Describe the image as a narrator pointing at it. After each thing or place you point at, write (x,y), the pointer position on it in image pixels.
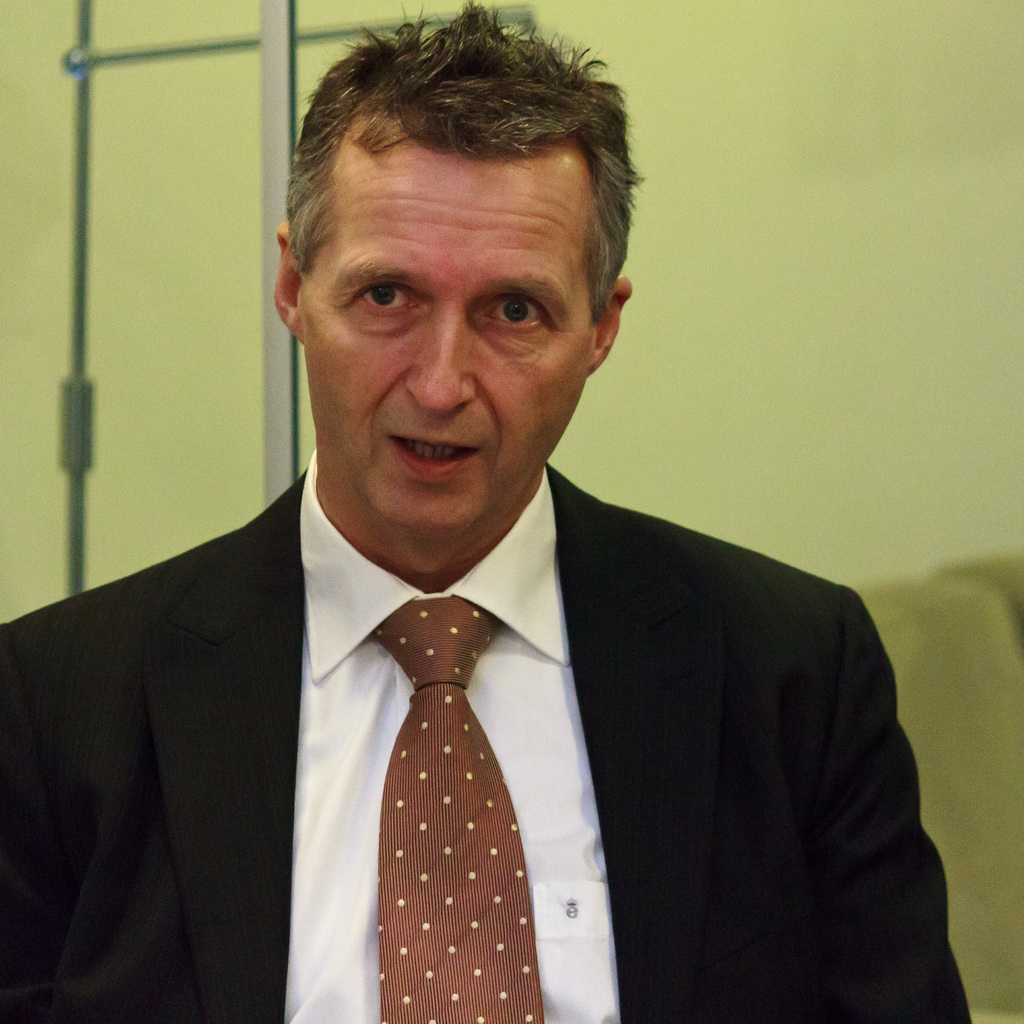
This image consists of a man (598,600) wearing a black suit (246,799) and a white shirt (322,716). He is also wearing a brown tie (412,757). In the background (973,472), there is a wall (120,13) in green color.
